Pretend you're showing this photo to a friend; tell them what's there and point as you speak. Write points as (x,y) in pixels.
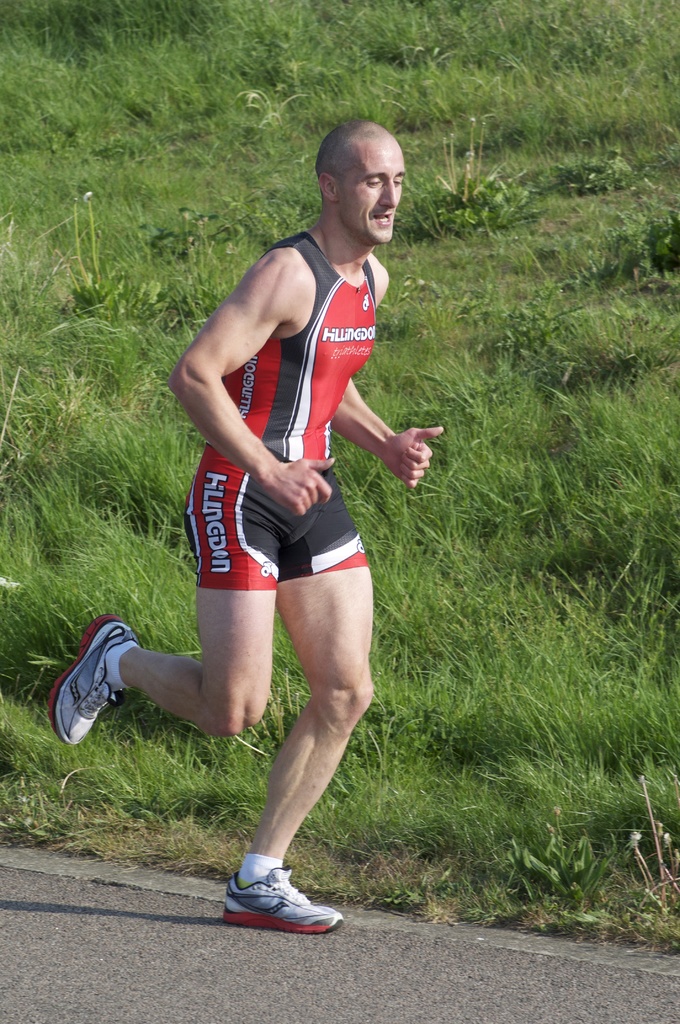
In this picture I can see a man (239,405) running, and in the background (270,136) there are plants (478,126) and grass (426,132).
